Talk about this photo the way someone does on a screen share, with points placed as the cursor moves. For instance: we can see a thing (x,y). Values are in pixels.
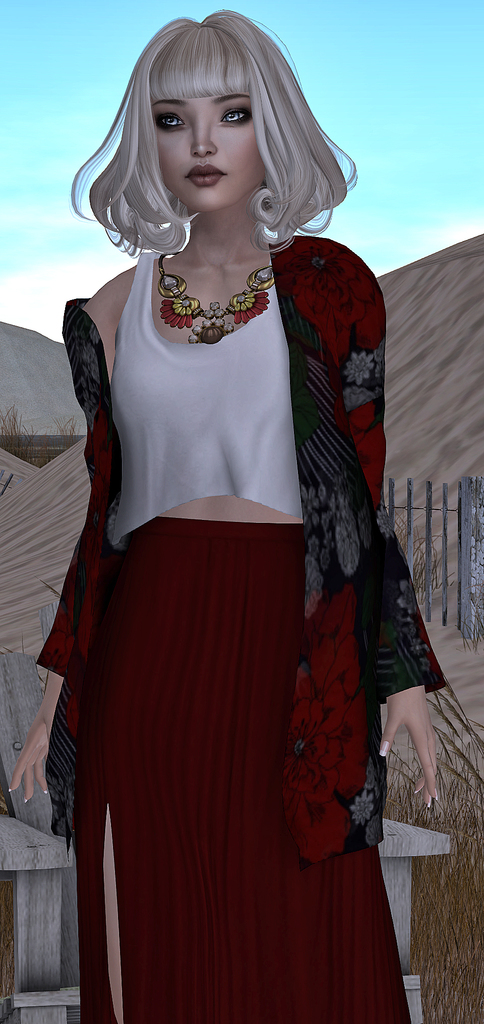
This is an animated picture, in this picture there is a woman (142,838) standing and we can see grass (473,832), chair (403,861), fence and hills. In the background of the image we can see the sky (435,57).
